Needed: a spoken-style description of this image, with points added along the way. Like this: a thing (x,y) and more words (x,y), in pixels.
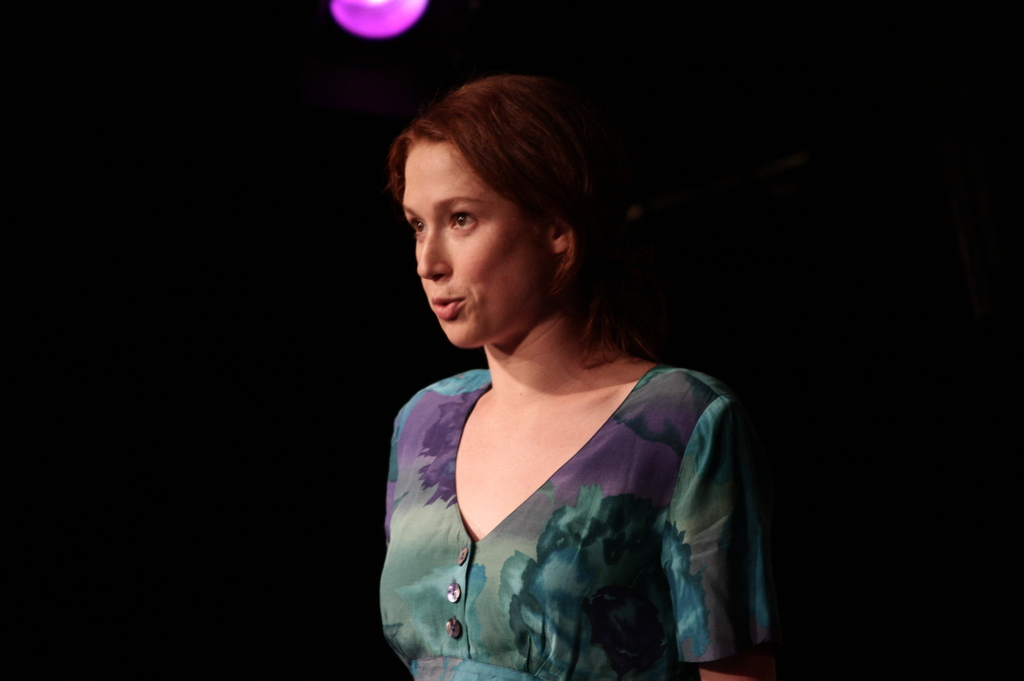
In this image there is a woman (564,144) with floral dress (615,465). At the back (660,82) there is a black background (859,572). At the top (377,28) there is light (395,18).
